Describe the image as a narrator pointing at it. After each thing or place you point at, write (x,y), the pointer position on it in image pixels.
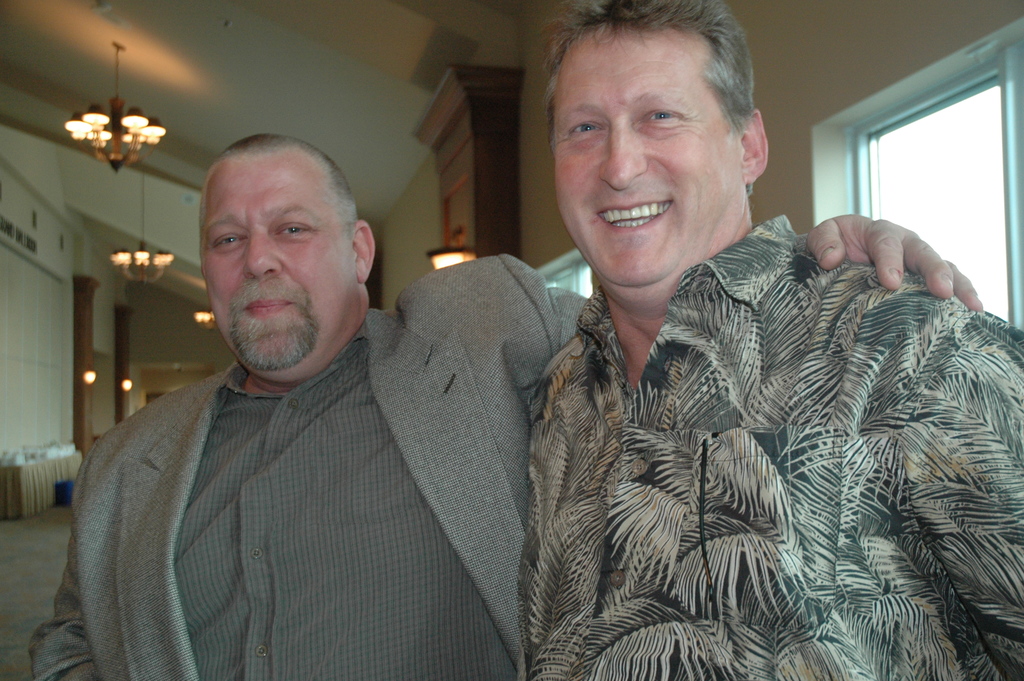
In this image I can see two persons (376,363) and they both are smiling and in the background (101,124) I can see a chandelier (135,136) attached to the roof (321,89) and I can see beams (122,378) and lights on the left side (126,364) and I can see the wall (784,63) and the window (979,85) on the right side (909,81).
